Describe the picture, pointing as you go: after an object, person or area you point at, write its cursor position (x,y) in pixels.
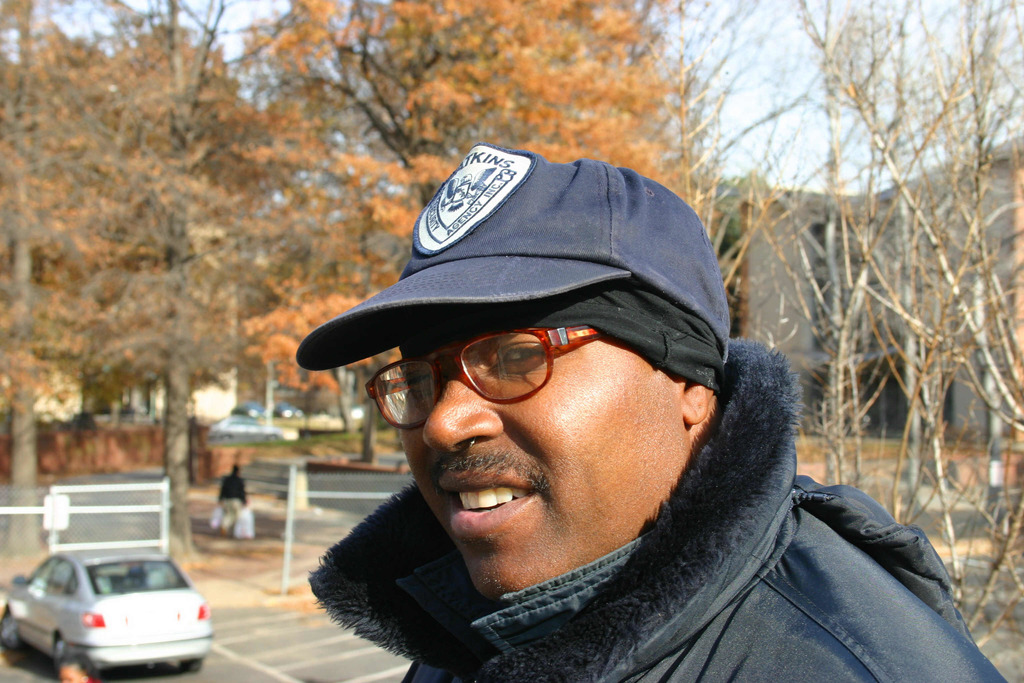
Here in this picture we can see a person (678,588) wearing a jacket (688,535) and a cap (521,187) and spectacles (504,366) on him, smiling and behind him we can see a car (35,577) present on the road (349,520) and we can see trees (182,238) present all over there and we can see railings (294,533) present here and there and we can see other people (234,502) also walking on the road (274,614) and we can see buildings (209,404) present here and there and we can also see other vehicles (216,434) on the road (253,464).
